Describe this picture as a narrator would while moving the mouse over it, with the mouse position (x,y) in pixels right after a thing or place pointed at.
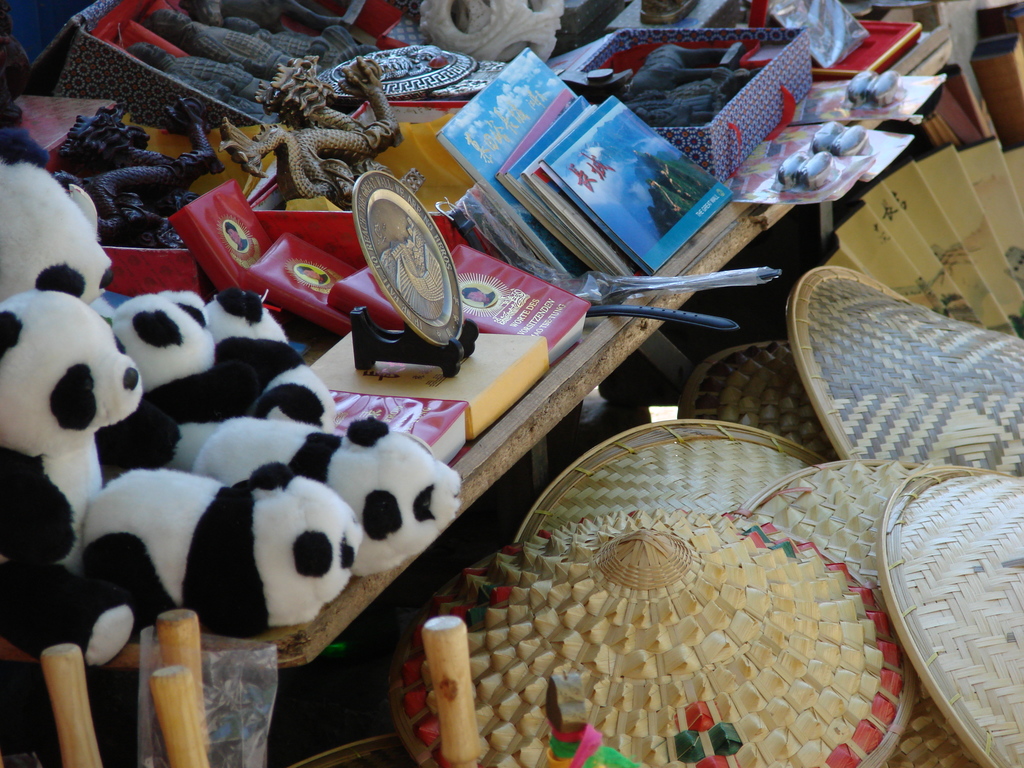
In this image I can see a wooden table (545,393) and on the wooden table (563,372) I can see few panda toys (153,389), few books (348,350), the shield (433,304), few dragon statues (339,169), a box (734,136) with few objects (720,74) in them and few other objects (484,38). To the right bottom of the image (729,670) I can see woven hats (702,542).
